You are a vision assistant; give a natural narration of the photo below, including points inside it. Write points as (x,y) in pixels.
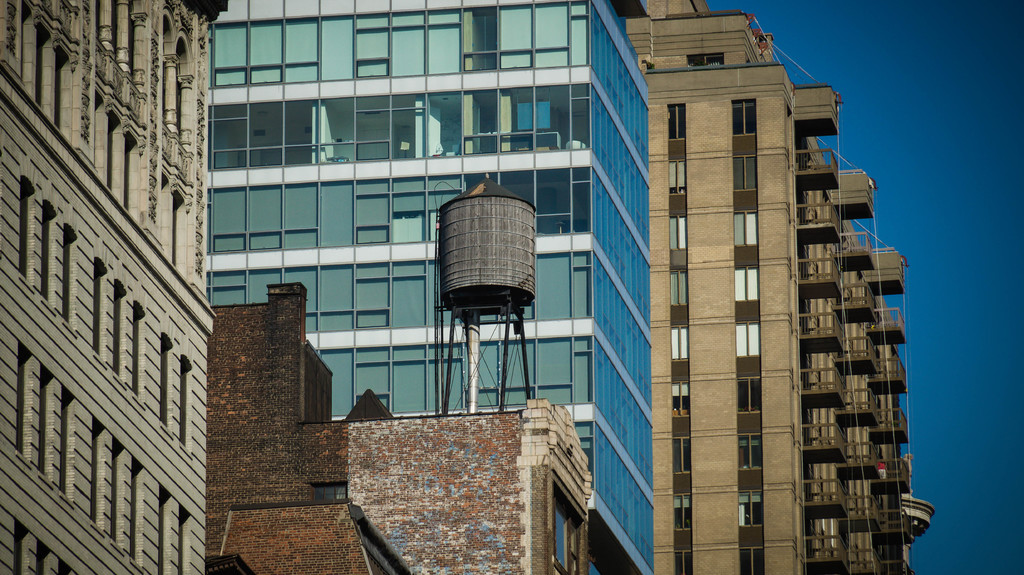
In this image, there are a few buildings (688,380). Among them, we can see a metallic object (436,237) on one of the buildings (454,520). We can also see the sky (906,297).
